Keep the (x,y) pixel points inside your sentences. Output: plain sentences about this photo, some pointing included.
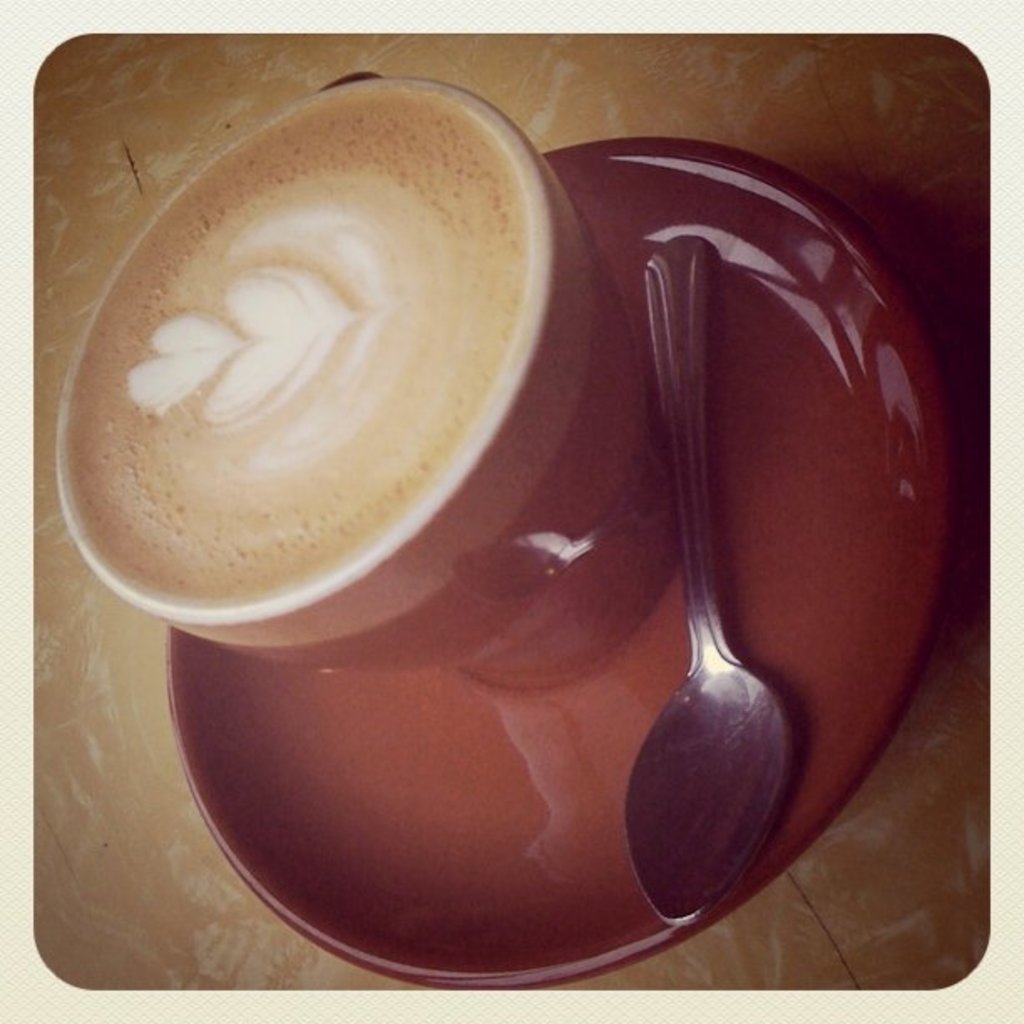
Red color cup (437,611) with the saucer (397,798). There is a coffee (280,364) in the cup (478,482). And a spoon (690,673) in the saucer (737,567).
